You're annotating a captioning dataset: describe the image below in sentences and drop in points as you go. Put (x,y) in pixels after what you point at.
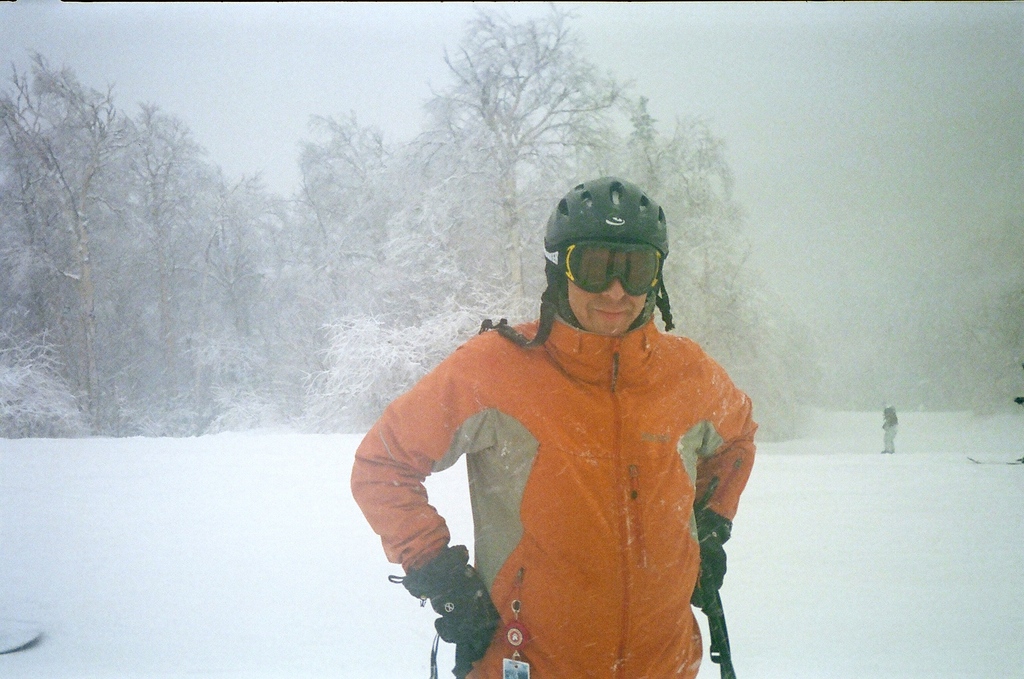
In this picture we can see a person (577,635) wore a helmet (575,224), jacket (507,491), goggles (578,271), gloves (450,635) and smiling and at the back of this person (402,447) we can see trees (795,394), snow (256,435), person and some objects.
